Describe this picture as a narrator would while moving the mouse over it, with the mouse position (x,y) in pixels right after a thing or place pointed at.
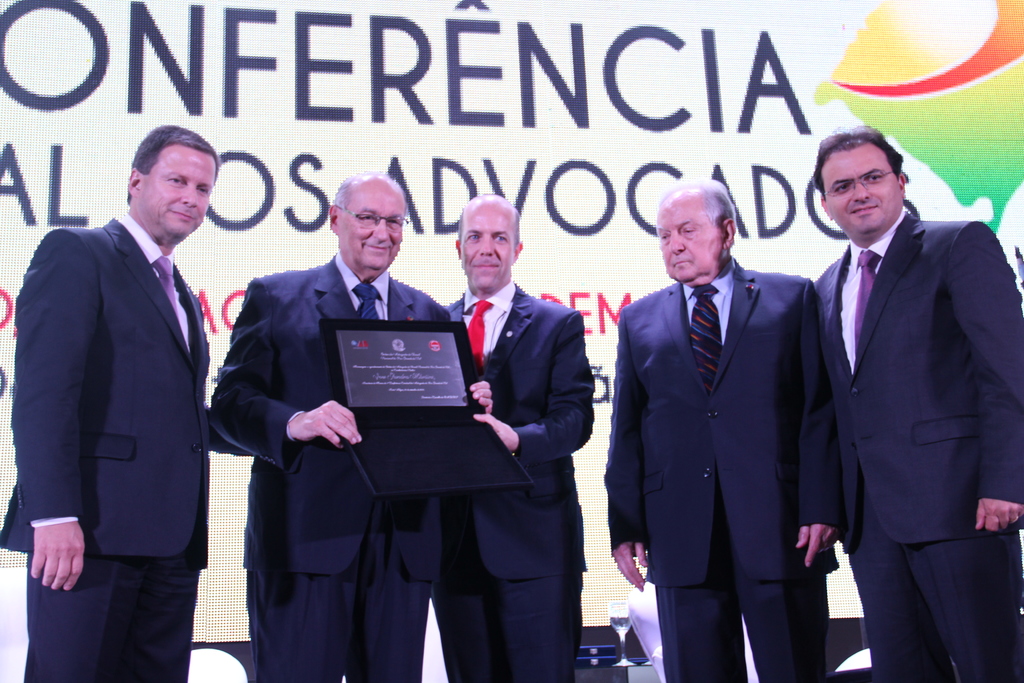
In the middle of the image (502,401) few people (118,542) are standing and smiling and these two persons (386,606) holding a frame (469,476). Behind them there is a banner (75,145).
